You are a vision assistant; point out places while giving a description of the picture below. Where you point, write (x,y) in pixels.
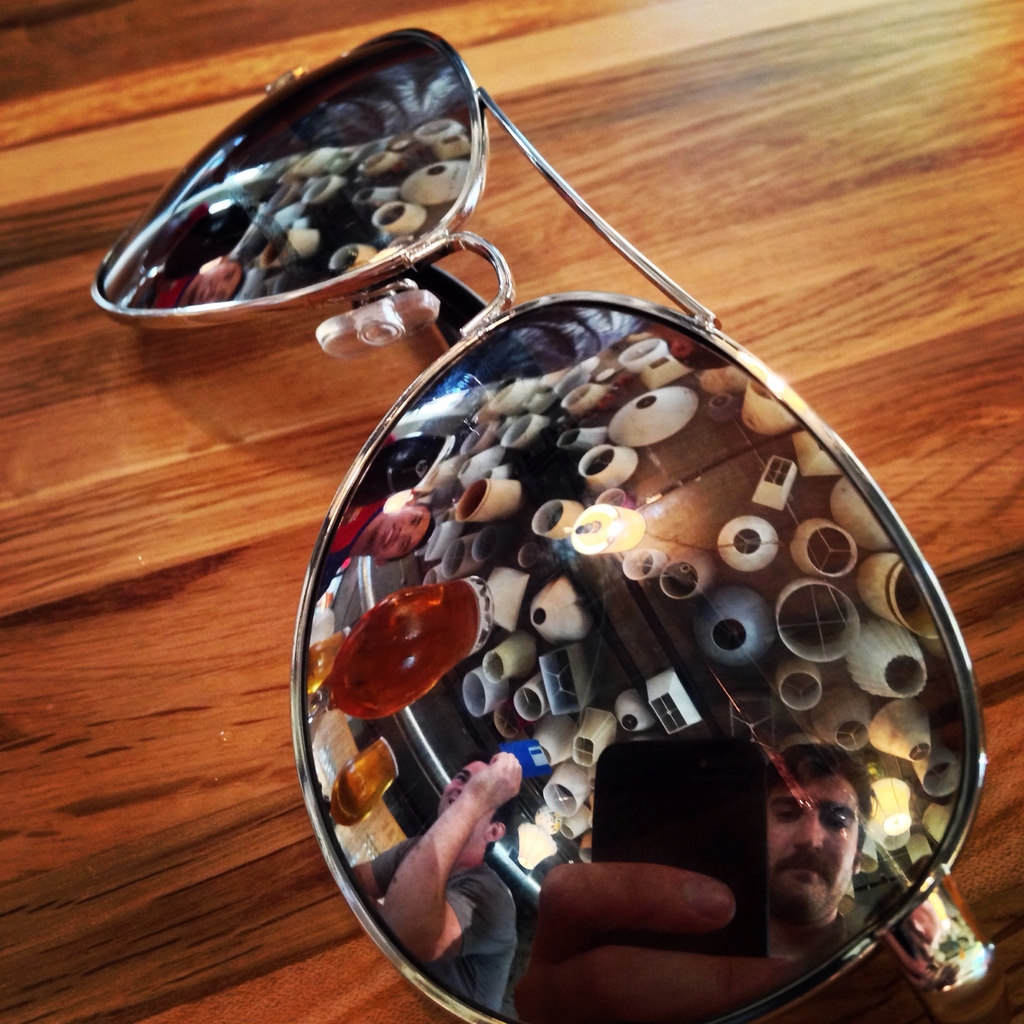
A pair of sunglasses (346,736) is kept on the table (203,624). through the reflection (724,750) of the sunglasses (571,730) we can see a man (779,832) is holding a phone (651,853), beside him two persons (355,551) are sitting, on the roof (692,544) there is decoration (721,556).
